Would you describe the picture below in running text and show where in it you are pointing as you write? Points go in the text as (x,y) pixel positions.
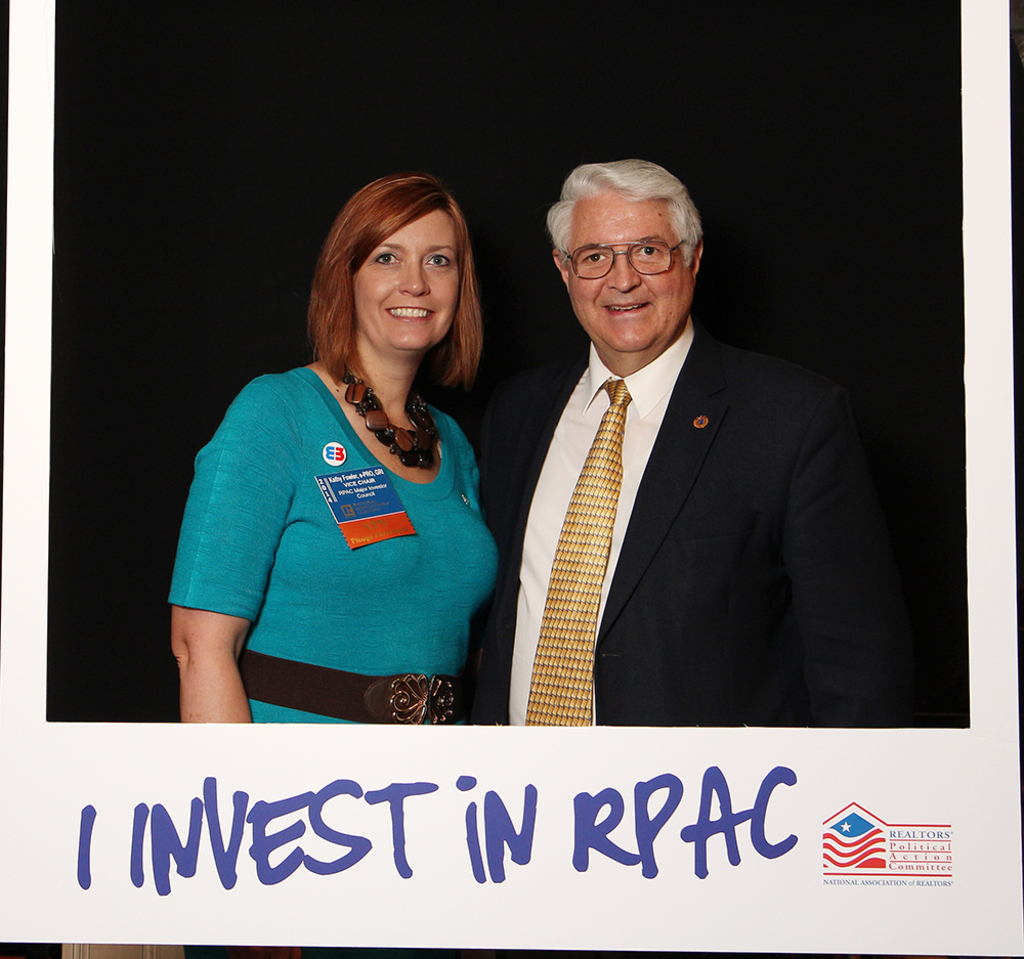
In this picture there is a old man (630,378) wearing black color coat (681,577) standing and giving a pose. Beside there is a another woman (417,593) wearing green color dress (422,556), smiling and giving a pose into the camera. Behind there is a black background (79,246). On the bottom side of the image (136,884) there is a small quote (177,856) written on it with a water mark (905,838).
